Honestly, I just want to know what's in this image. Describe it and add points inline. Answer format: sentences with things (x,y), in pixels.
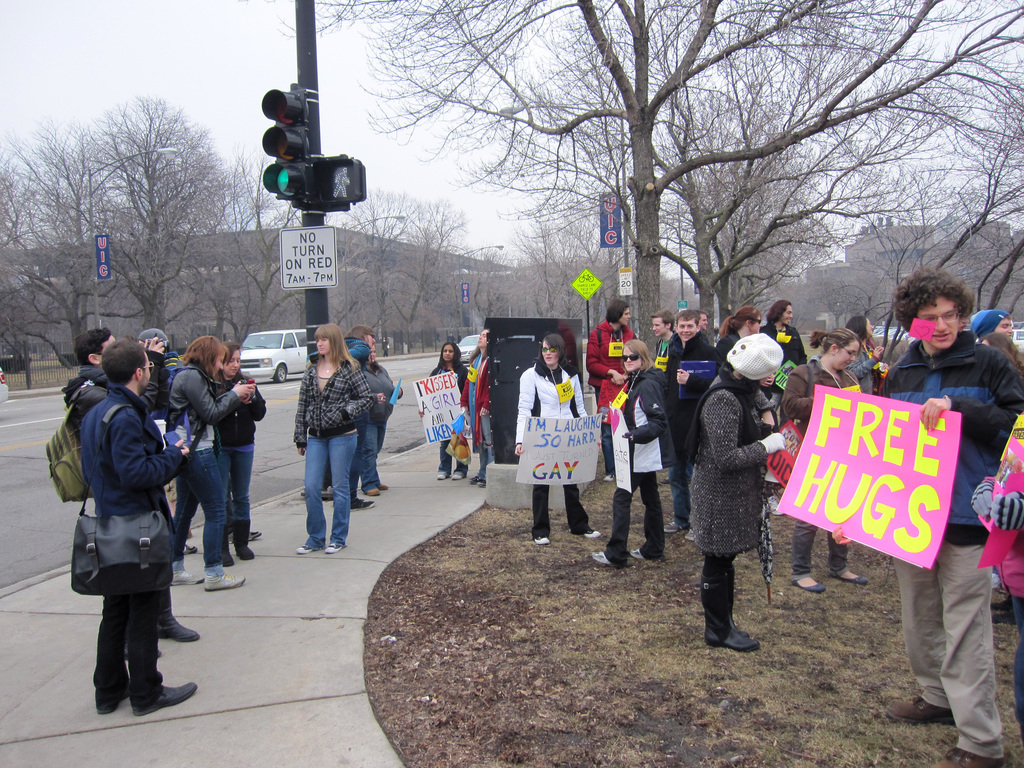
In the image we can see there are people (477,380) standing on the ground (637,664) and there are few people (866,357) holding placards (907,489) in their hands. It is written ¨Free Hugs¨ on a placard (830,472) and there is a traffic signal pole (308,294) kept on the footpath (297,518). Behind there are trees (353,256) and there is a building (353,256). There are cars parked on the road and the sky (365,29) is grey.
